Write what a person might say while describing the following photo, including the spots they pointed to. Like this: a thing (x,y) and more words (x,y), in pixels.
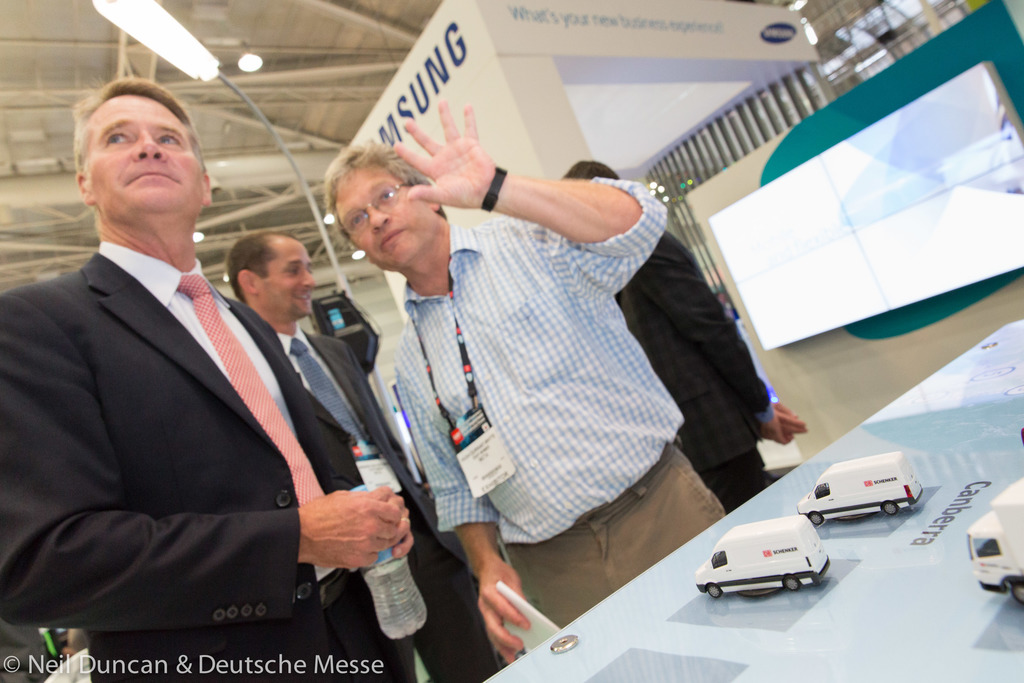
This is an inside view. On the left side (148,386) few men (690,386) are standing. One man (305,595) is holding a bottle (404,560) in the hand (344,544), another man (518,502) is holding a paper (524,613). On the right side (947,570) there is a table (942,585) on which few toy cars (790,535) are placed. In the there is a board (854,216) attached to the wall (808,126). At the top (572,16) there is a card box (473,67) and I can see few lights (249,66).
